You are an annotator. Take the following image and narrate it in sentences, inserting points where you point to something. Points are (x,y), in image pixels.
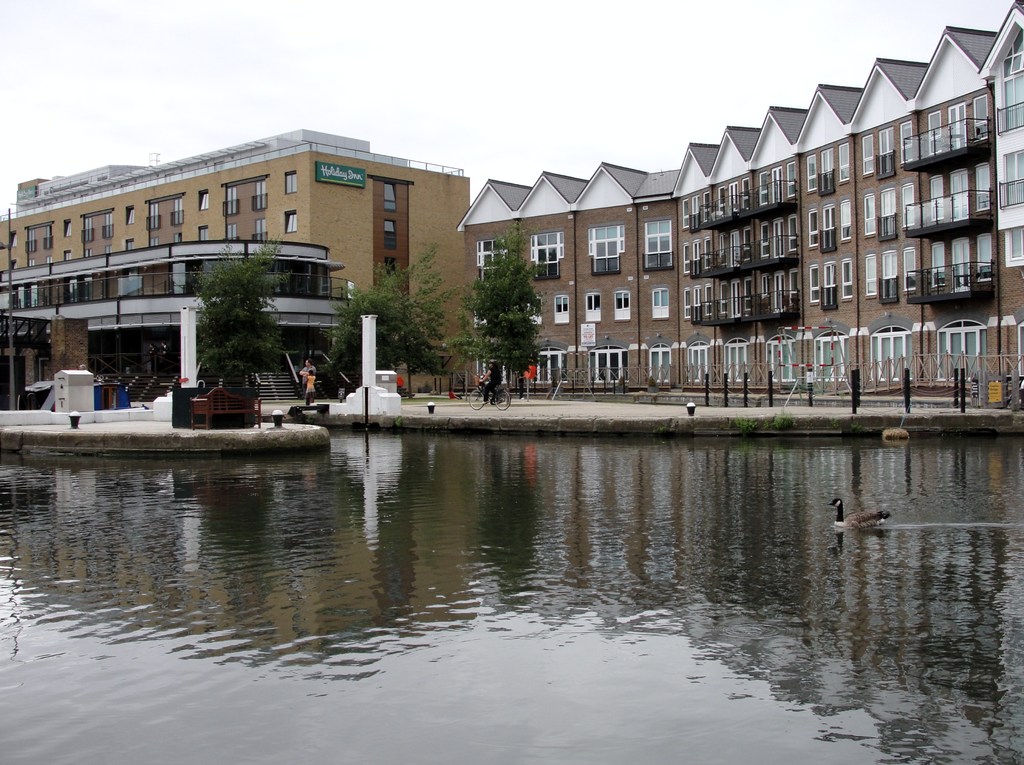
In this picture we can see a bird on water (568,587), here we can see buildings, trees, people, bicycle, poles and some objects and we can see sky (878,1) in the background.
